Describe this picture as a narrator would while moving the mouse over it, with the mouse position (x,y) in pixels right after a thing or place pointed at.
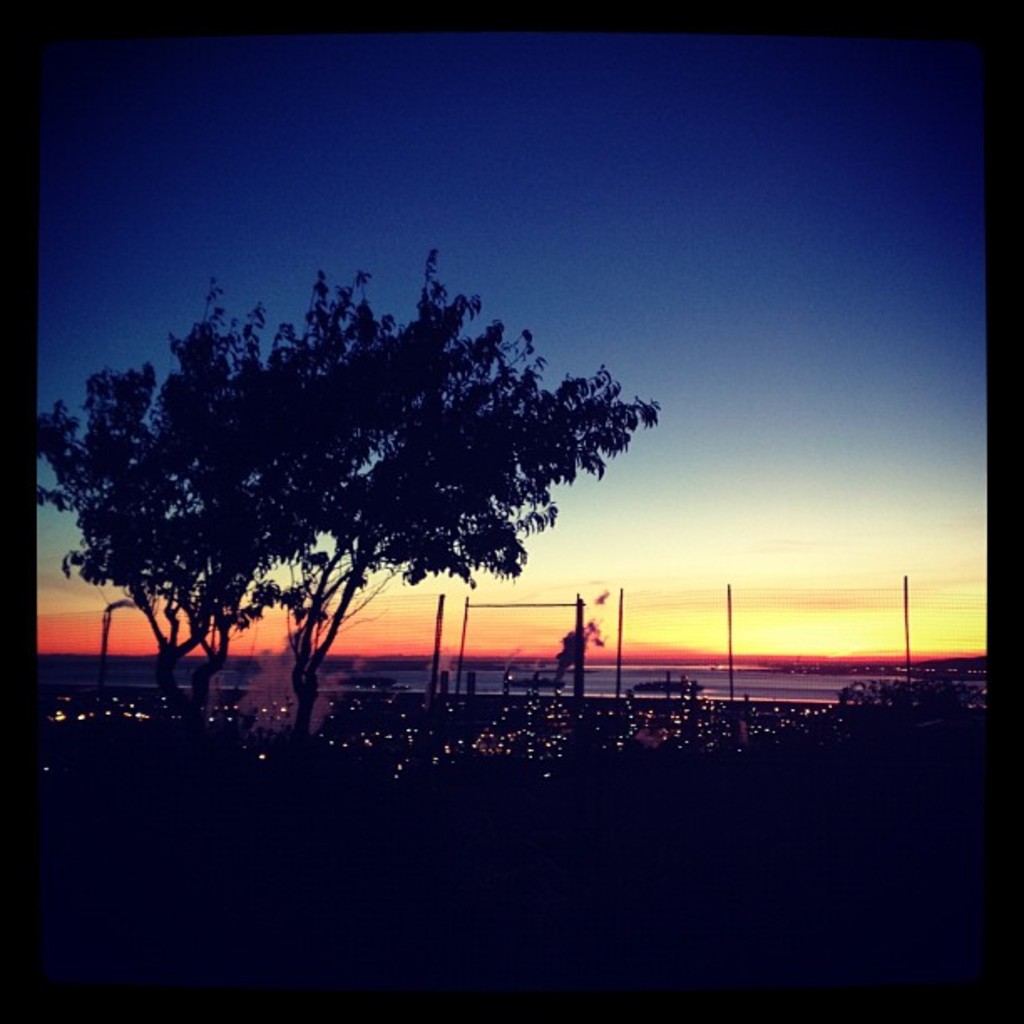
In the image we can see the trees (155,548), poles (116,603) and the sky (721,458).
